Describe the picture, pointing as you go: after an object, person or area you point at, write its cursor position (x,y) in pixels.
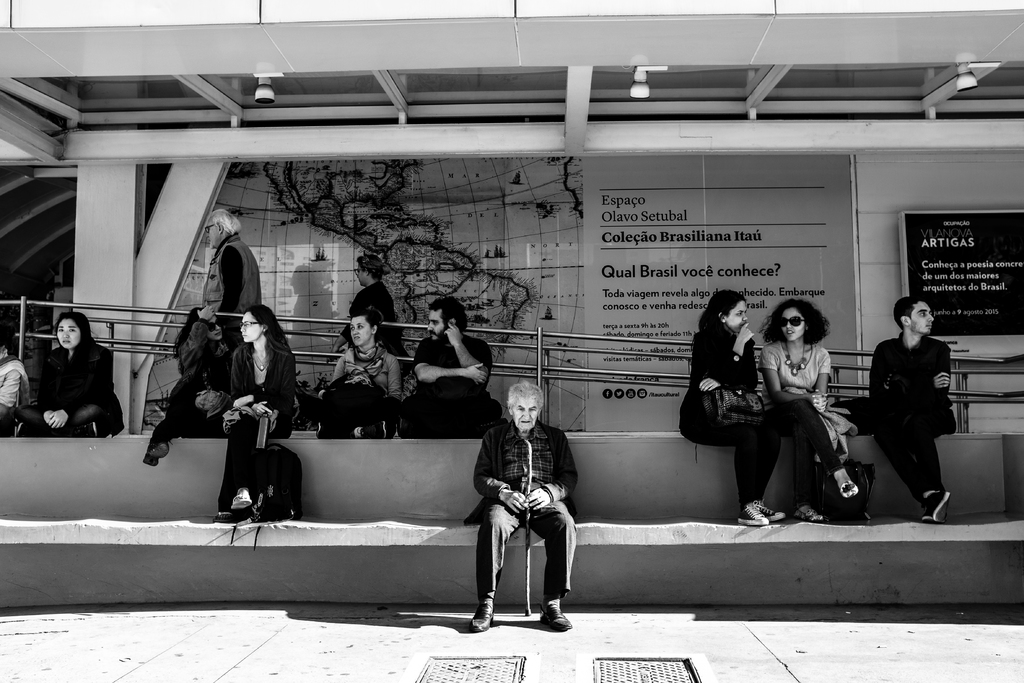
In the picture we can see some people (507,452) are sitting in the bus stand (417,500) on the paths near the railings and in the background (878,320) we can see a wall (862,320) with some paintings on it and with some information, and to the ceiling (999,120) we can see some lights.
